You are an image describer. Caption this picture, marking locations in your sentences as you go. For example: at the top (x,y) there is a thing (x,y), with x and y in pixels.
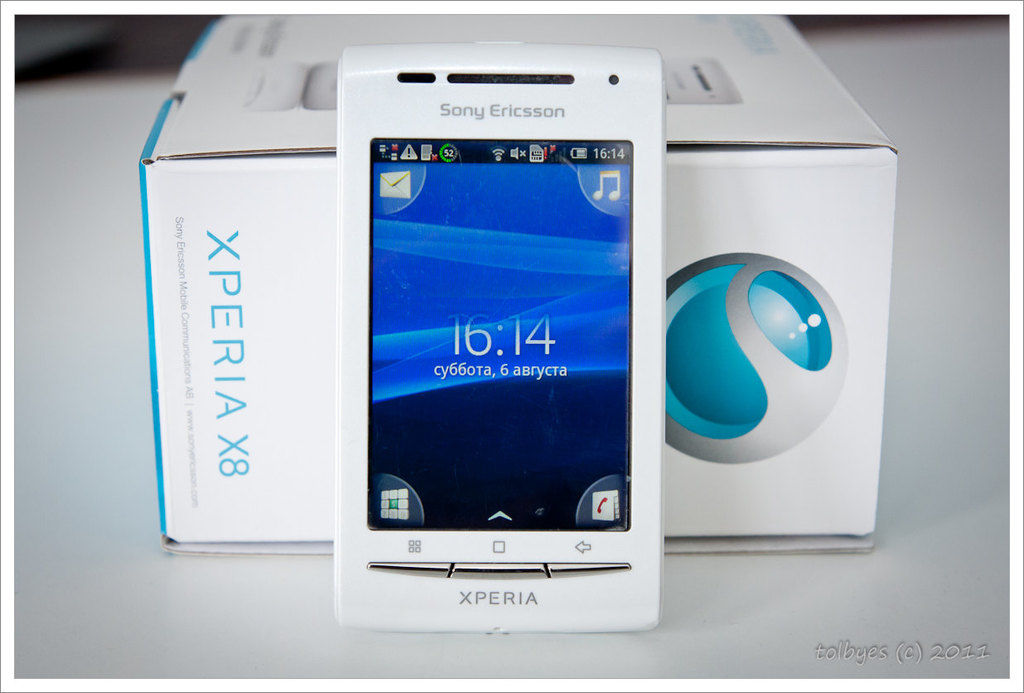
In this picture we can see a mobile phone (566,446) in the front (560,446), there is a box (670,264) in the middle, we can see a blurry background (943,46), there is some text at the right bottom (858,645).
